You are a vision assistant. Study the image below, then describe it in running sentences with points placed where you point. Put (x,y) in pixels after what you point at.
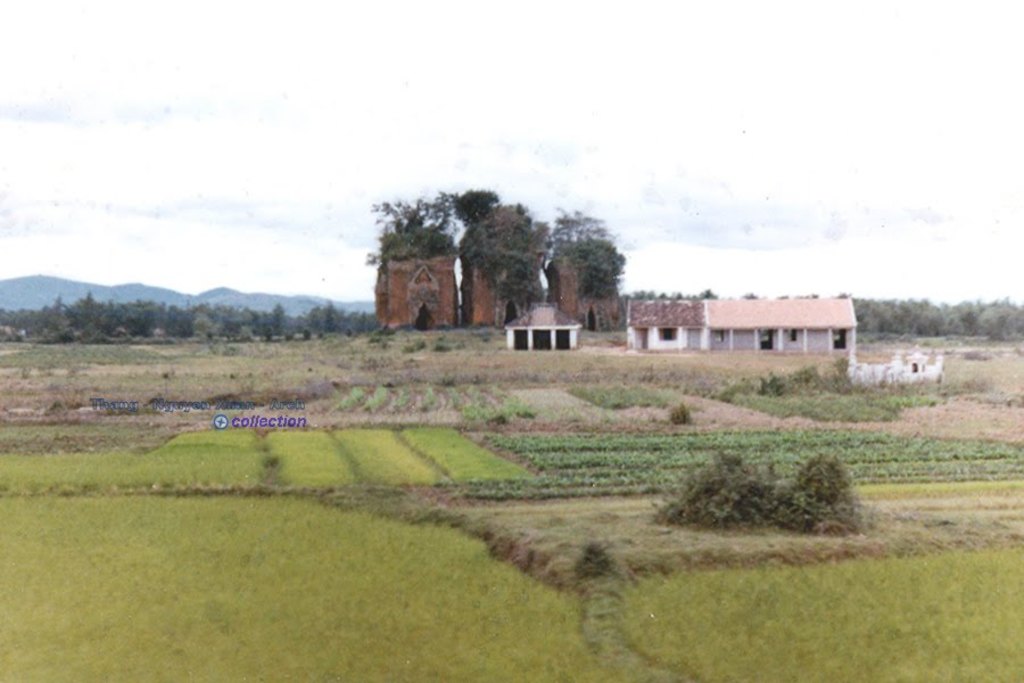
On the right side (793,333) there are houses (793,333), at the down these are the crops (200,570). At the top (454,112) it's a cloudy sky (532,98).
